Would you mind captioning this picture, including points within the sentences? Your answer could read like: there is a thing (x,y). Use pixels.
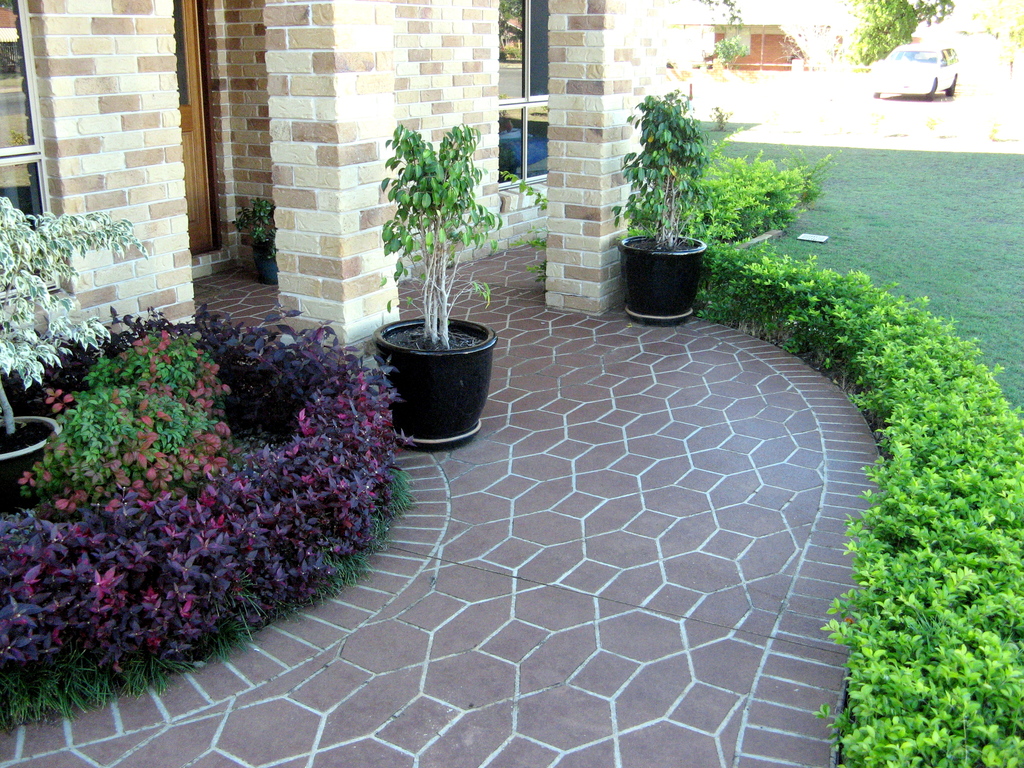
This is a picture of a house (185,84). In the foreground of the picture (450,439) there are plants (1003,568), grass (237,605), pavement (599,363), brick wall (230,172), windows (22,139) and door (193,114). On the right (878,187) there is a vehicle (912,93) and grass (858,178). In the background (828,32) there are trees (733,43) and house (759,55).
